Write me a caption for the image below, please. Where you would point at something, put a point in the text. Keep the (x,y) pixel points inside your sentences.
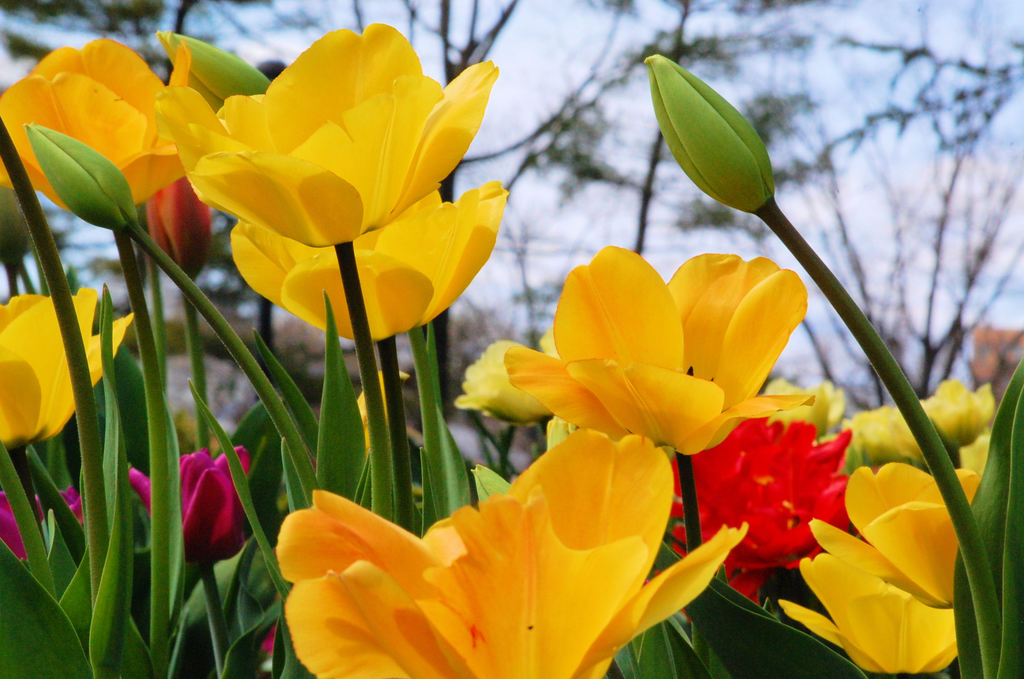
In this image I can see few flowers (361,202) which are yellow, red and pink in color to plants (281,450) which are green in color. In the background (622,204) I can see few trees (594,117) and the sky (556,68).
